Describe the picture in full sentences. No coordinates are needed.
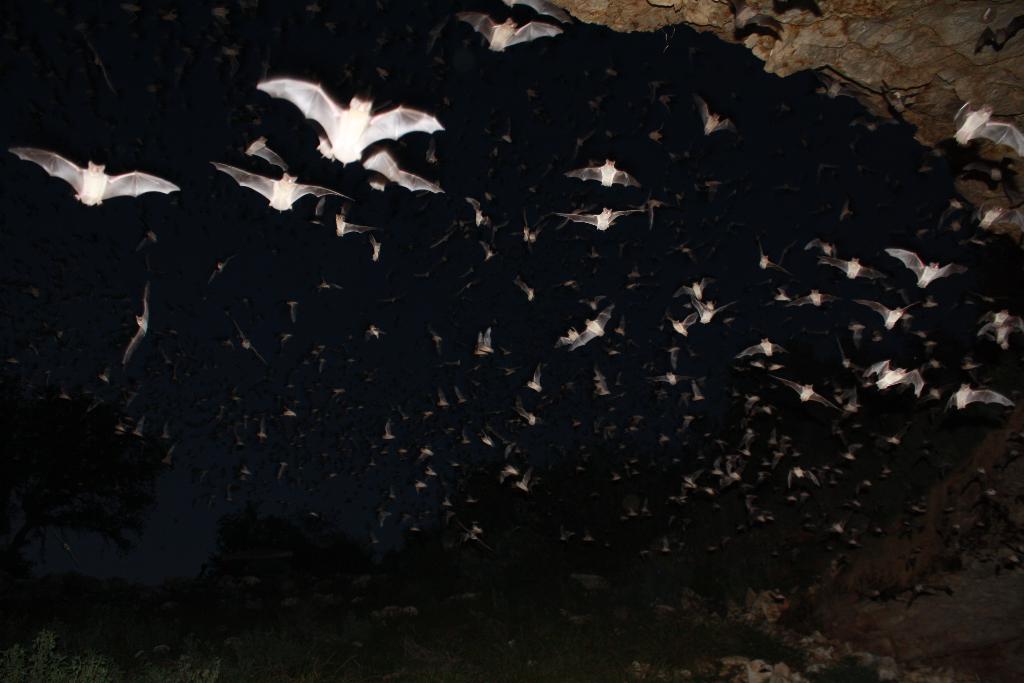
In this image I can see many bats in white color and I can see the dark background.
